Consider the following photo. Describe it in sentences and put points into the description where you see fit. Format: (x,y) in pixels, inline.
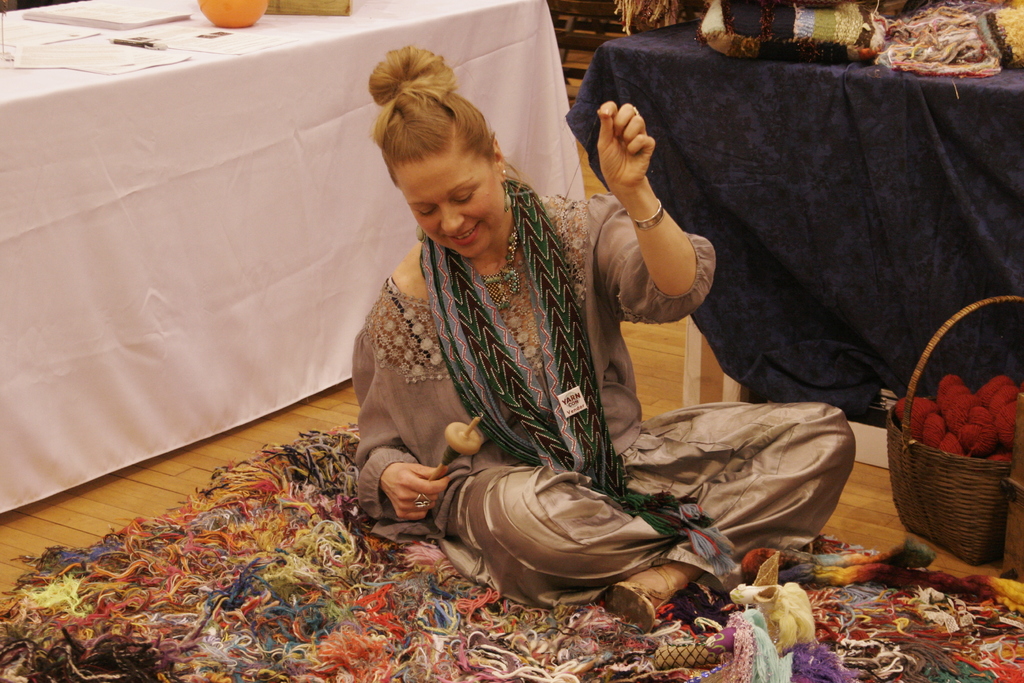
In the foreground of this image (586,401), a woman (568,392) sitting on the carpet (445,633) and holding a rod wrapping thread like an object (478,430) in her hand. Beside her, there is a basket (985,497) and few objects (981,417) in it. In the background (972,290), there are two tables (750,89) on which few objects (825,25) are placed.
